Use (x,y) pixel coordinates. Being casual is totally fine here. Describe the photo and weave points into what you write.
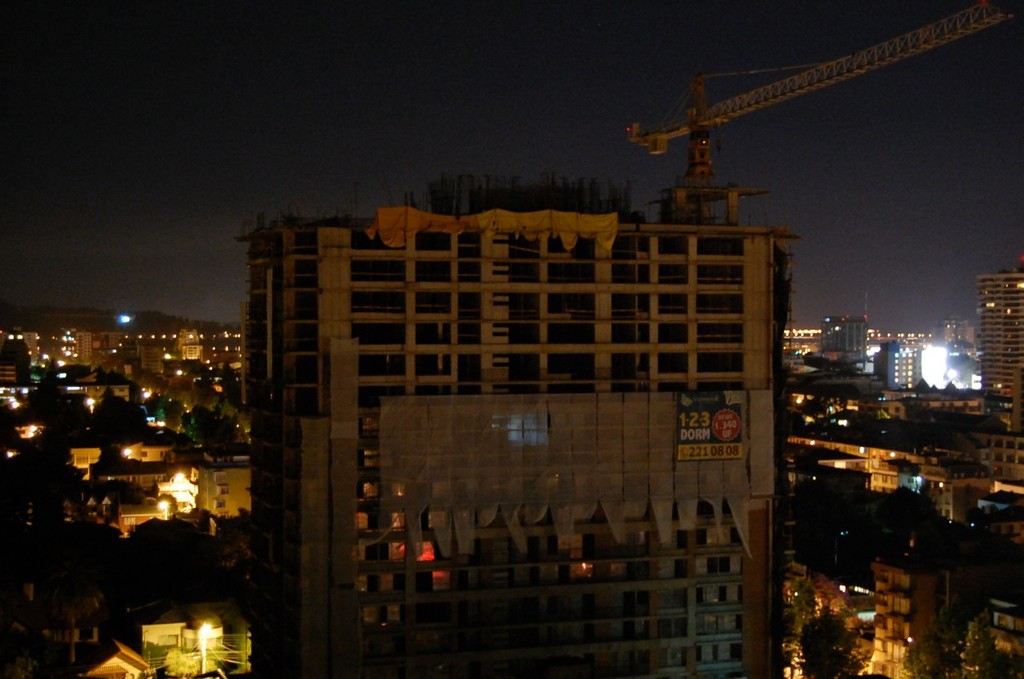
There is a building (476,393). On the building (672,445) there is a tower crane (696,150) and a banner (689,427). Also there are many buildings (944,552), trees (903,524) and lights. In the background (208,151) there is sky (272,78).
